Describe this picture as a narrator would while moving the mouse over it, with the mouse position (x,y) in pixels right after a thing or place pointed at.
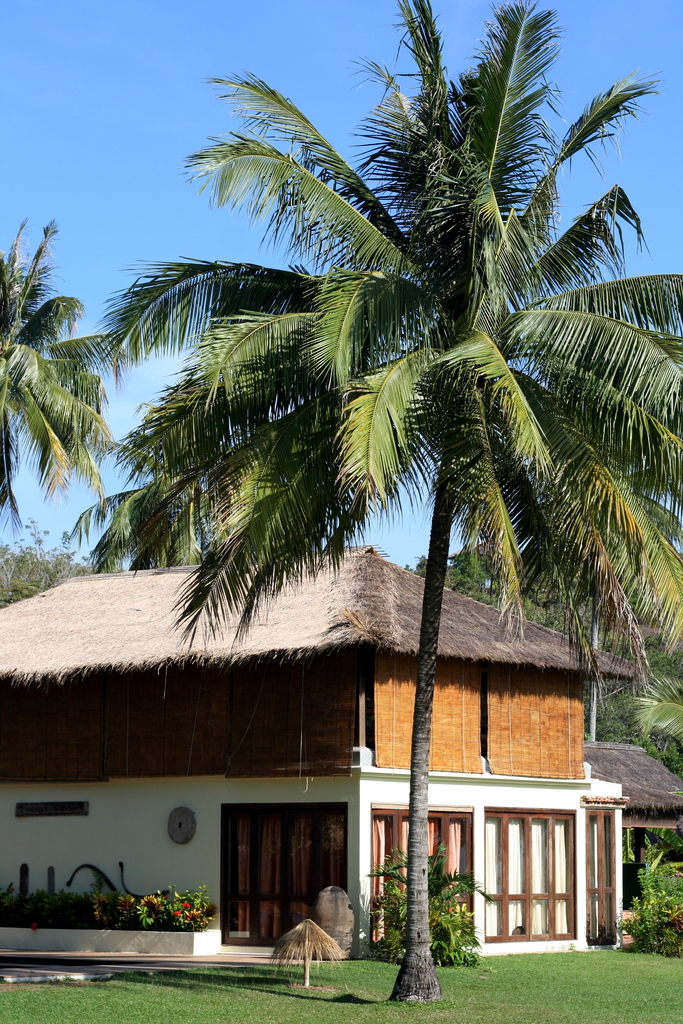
In this image, we can see trees (480,323), there is a house (395,777) and there is green grass (473,1003) on the ground (172,991), at the top (90,81) there is a blue sky (153,45).
